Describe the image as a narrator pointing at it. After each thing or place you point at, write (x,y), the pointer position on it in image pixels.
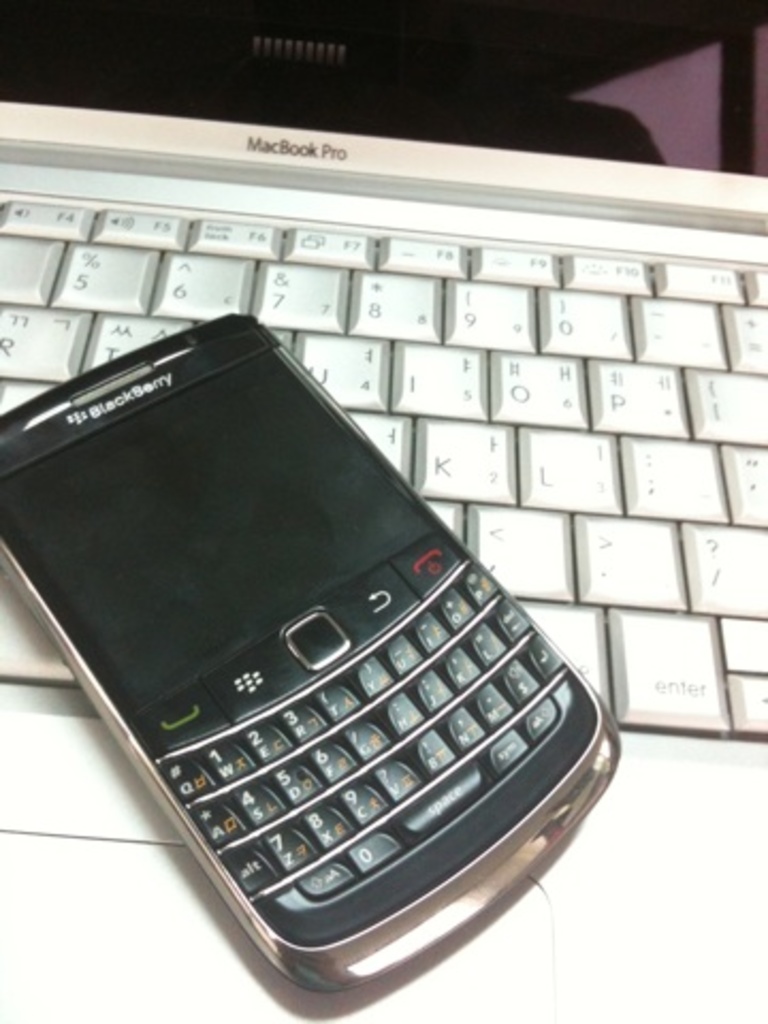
In this image, we can see a mobile phone (248,711) on the laptop (513,251).
